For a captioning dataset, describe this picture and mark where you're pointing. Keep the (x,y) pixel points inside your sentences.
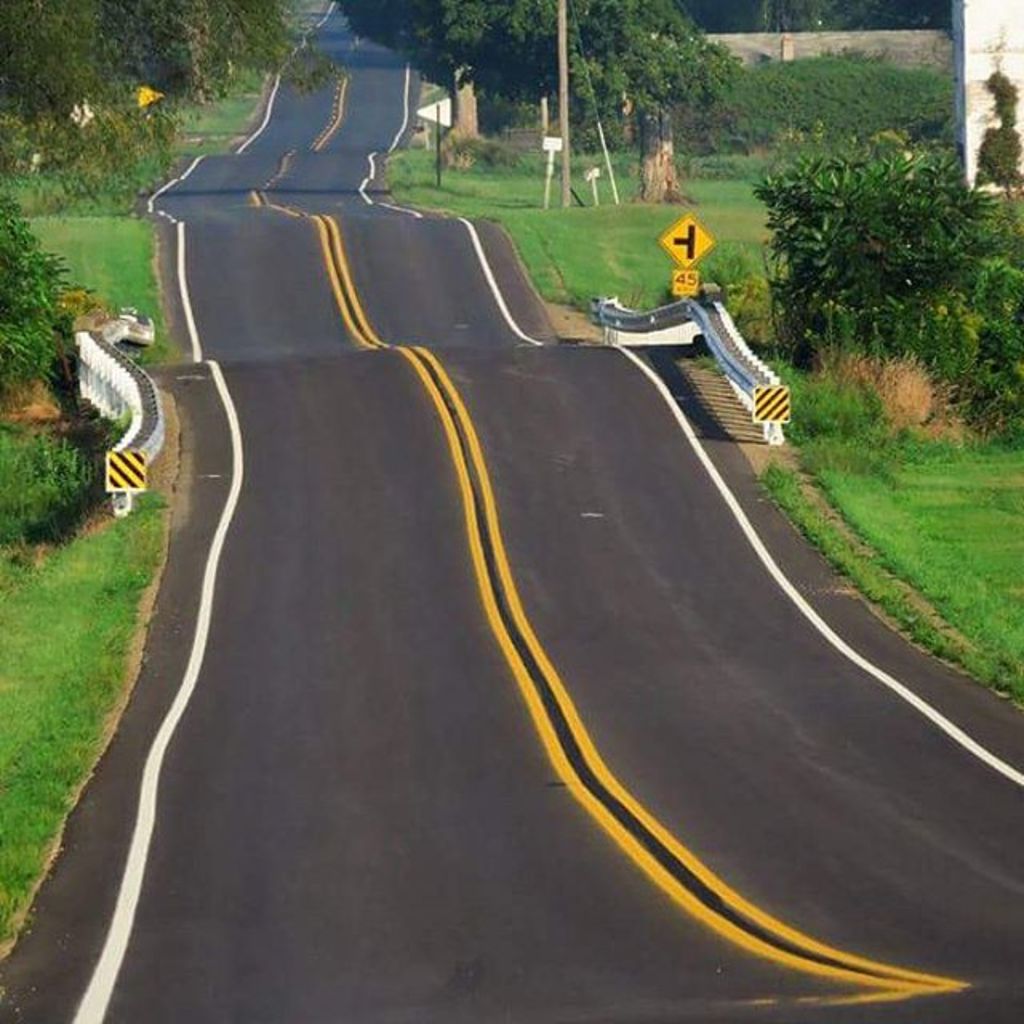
In the center of the image (609,630) there is a road (563,682). On both right and left side of the image (98,571) there is grass (879,505) on the surface (923,475) and we can see sign boards (697,273). In the background (229,87) there are trees (572,71).
